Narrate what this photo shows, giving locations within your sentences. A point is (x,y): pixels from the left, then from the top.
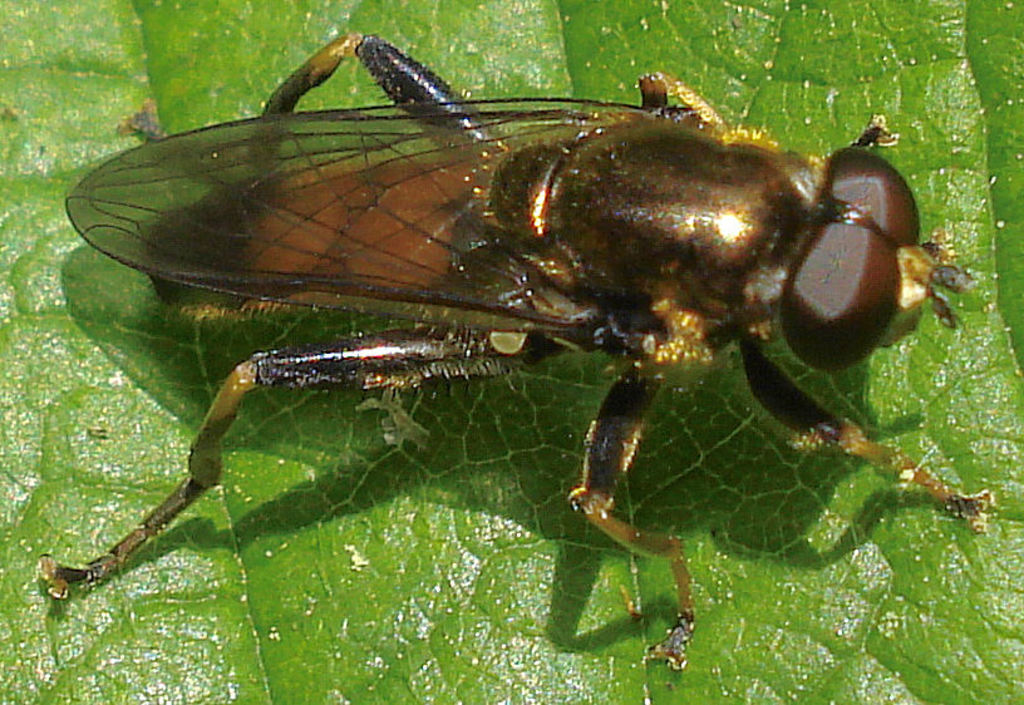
In this image we can see one insect (284,115) on the green leaf (321,420).
